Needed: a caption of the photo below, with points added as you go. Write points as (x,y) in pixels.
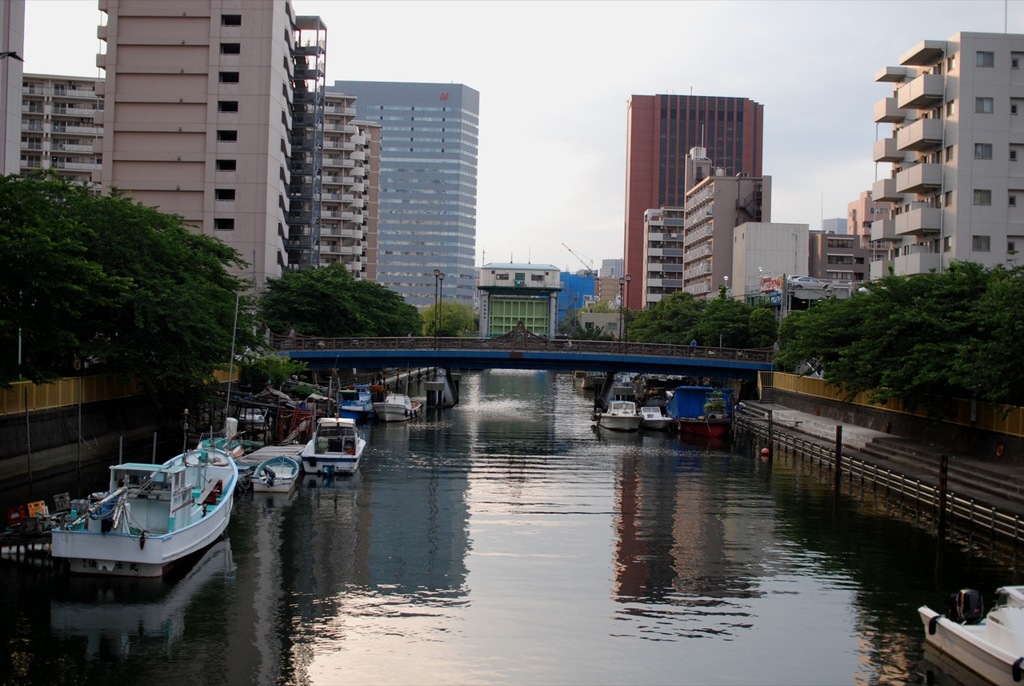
In the center of the image (402,251) we can see the sky (624,84), clouds (674,57), buildings (937,179), fences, poles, water (647,560), trees (673,319), one bridge (567,358), few boats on the water (603,542) and a few other objects (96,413).
